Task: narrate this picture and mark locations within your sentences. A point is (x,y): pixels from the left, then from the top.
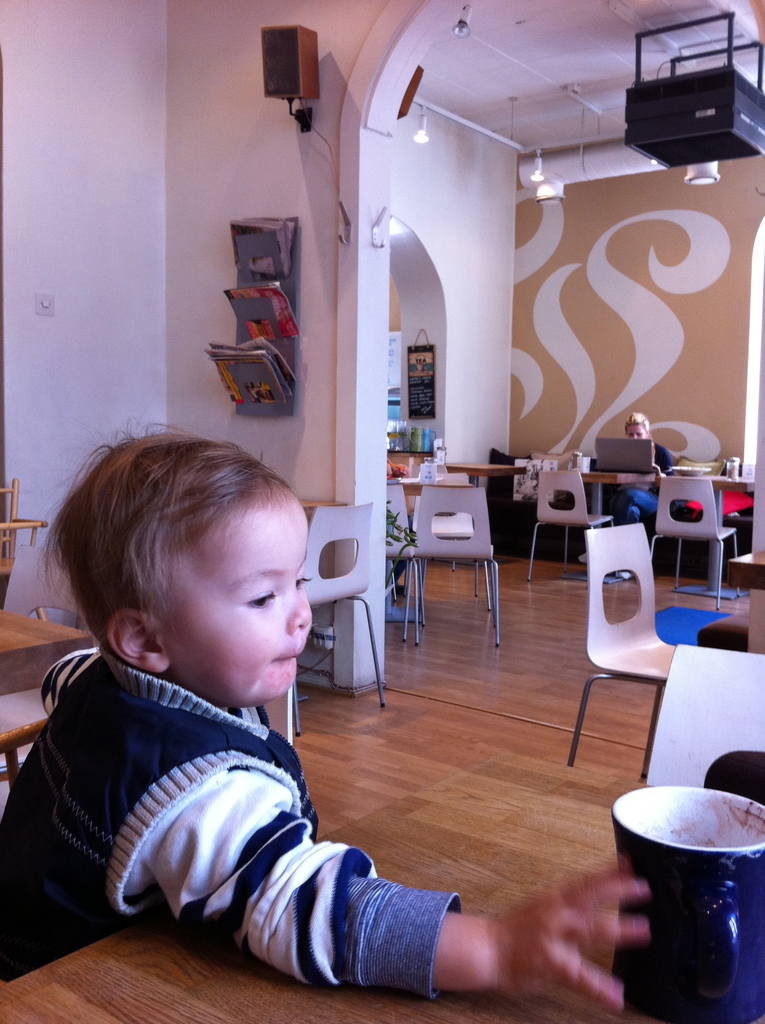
In the image there is a kid (255,744) who trying to hold a cup (701,871). In background (652,500) there is a woman (669,459) who is sitting on chair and looking into laptop (630,461), on left side (22,735) there are some chairs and tables (588,476) on table (404,482) we can see some bottles (441,454) and also in left side (30,313) there are some hoardings (427,364) and wall (413,310) which is in white color, switch board (41,310), papers (274,358), books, speaker (270,62). On right side (639,631) there are few tables (748,580) and chairs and on roof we can see a projector (713,110) which is in black color and few lights (543,177).
